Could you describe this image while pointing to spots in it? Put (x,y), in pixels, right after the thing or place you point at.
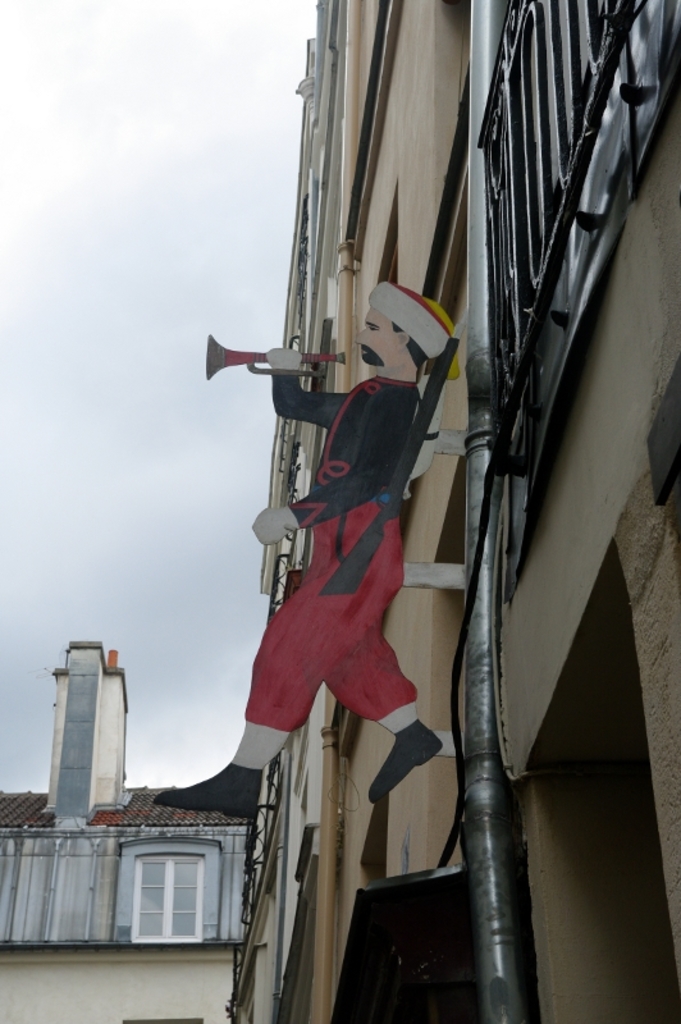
In this image I can see a building (670,222), on the building (516,605) I can see a cartoon image (314,570) and I can see the sky (126,162) on the left side (124,403).
